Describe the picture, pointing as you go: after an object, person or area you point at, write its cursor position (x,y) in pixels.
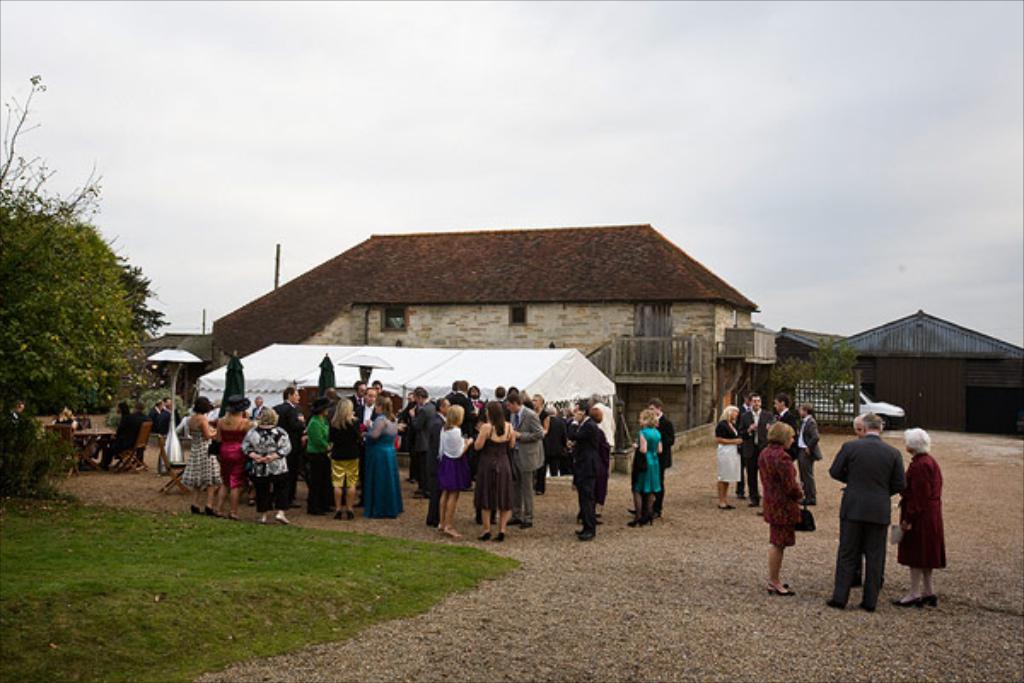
In this picture we can see there are groups of people (930,515) standing on the path (818,466) and in front of the people (421,474) there is a stall (480,373), houses (877,349) and on the left side of the people (302,451) there are chairs (68,428), table (79,438) and trees (66,361). Behind the houses (503,301) there is a cloudy sky (505,173).
